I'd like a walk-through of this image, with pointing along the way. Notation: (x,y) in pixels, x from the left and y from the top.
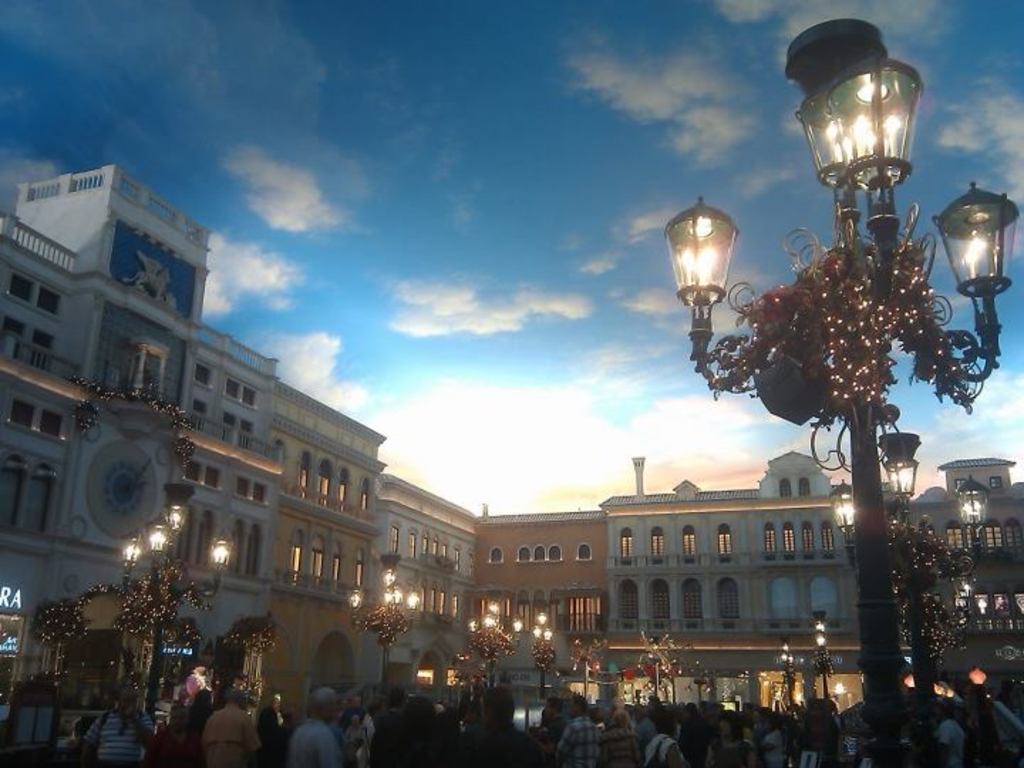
In this image I can see number of persons (363,707) are standing, few metal poles (879,728) with few lights (696,229) to it and few buildings (253,488). In the background (421,171) I can see the sky (383,192).
